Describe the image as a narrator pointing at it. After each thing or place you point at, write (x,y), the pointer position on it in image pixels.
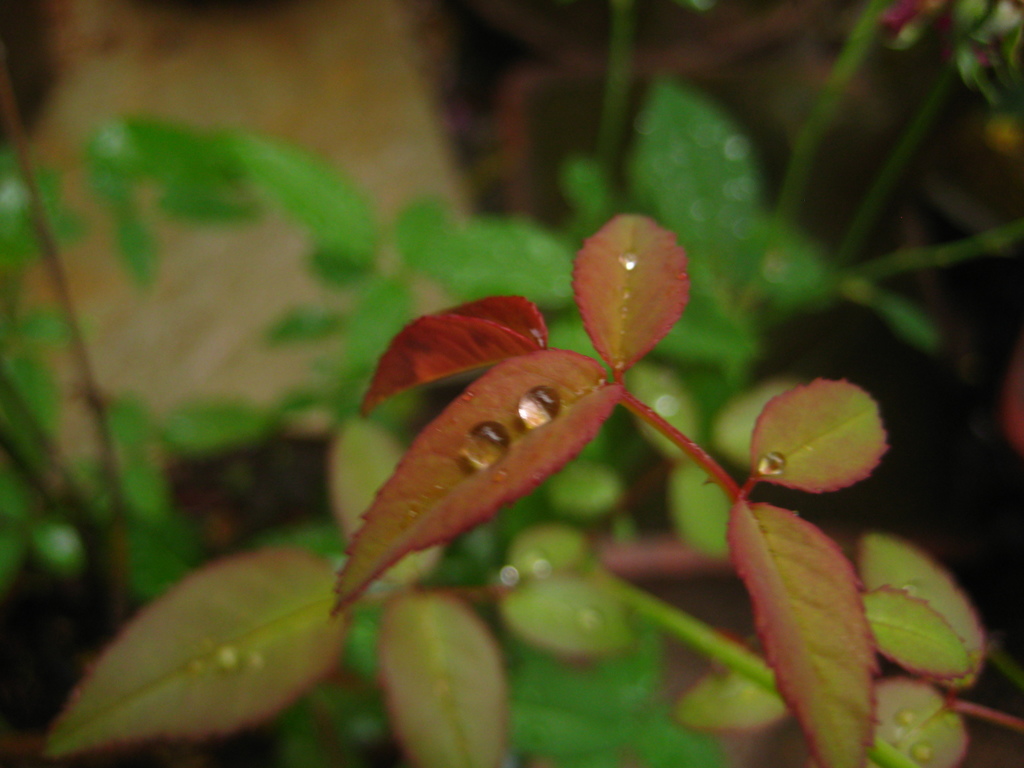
In this image, we can see plant leaves (703,501) and water droplets (464,456). Background (1011,171) there is a blur view.
